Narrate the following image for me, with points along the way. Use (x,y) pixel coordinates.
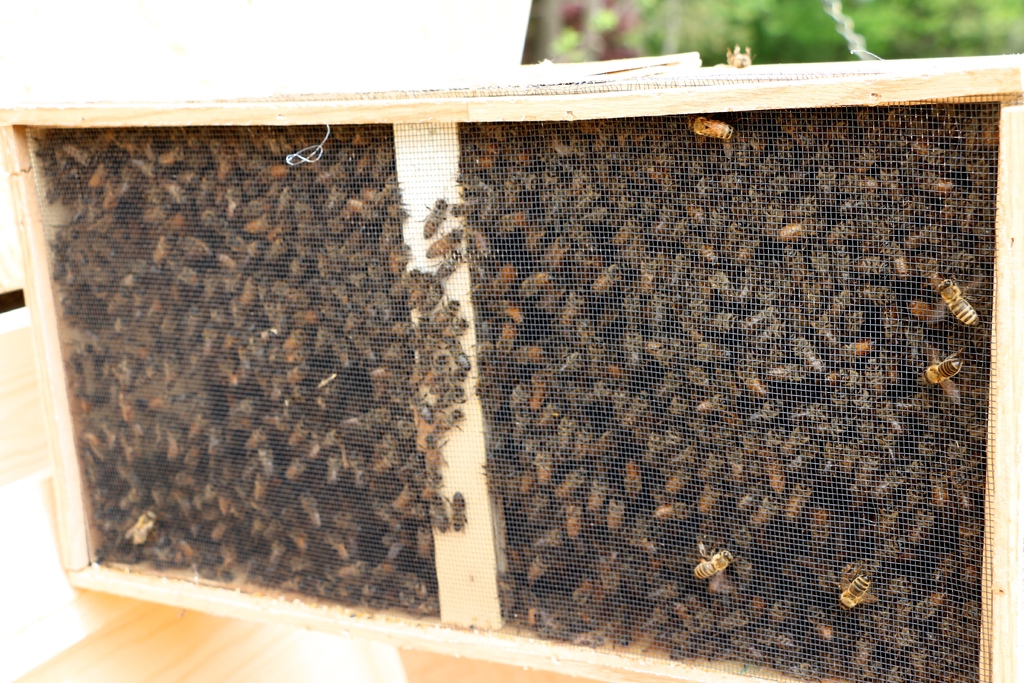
This picture describe about the wooden box (225,363) full of honey bee (246,505). Behind we can see some green plants (770,40).
